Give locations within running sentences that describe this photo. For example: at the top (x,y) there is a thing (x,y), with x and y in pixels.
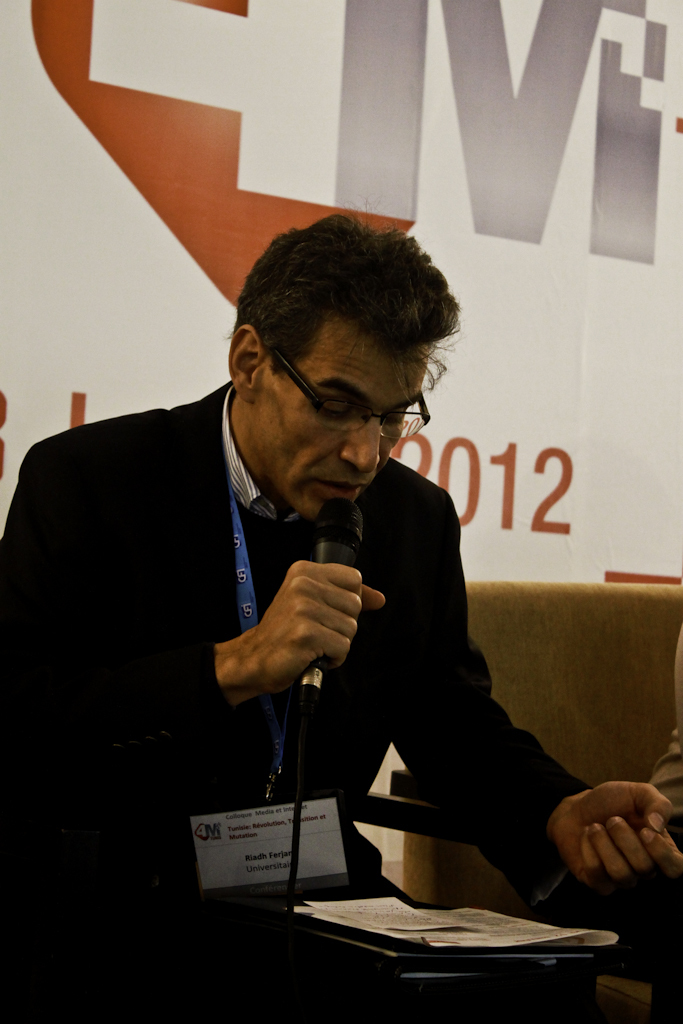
In this picture, we see a man (163,695) with black blazer (96,603) is holding microphone (336,513) in his hand (268,634) and talking on it. He is even wearing spectacles (339,426) and ID card (260,885). In front of him, we see a table (372,975) on which paper (481,930) and file (384,944) is placed. Beside him, we see a chair (597,645) and behind him, we see a wall (555,406) on which banner (184,219) is placed on it.
